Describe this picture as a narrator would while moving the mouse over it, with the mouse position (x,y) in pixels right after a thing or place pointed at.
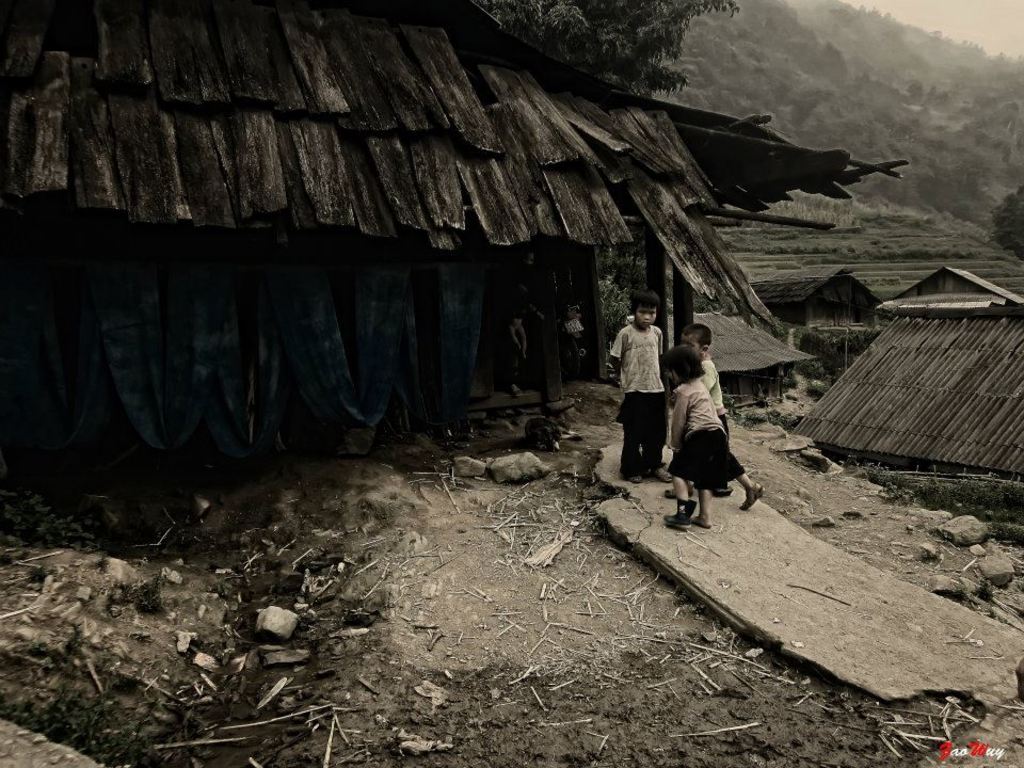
In this image there are three children's (634,435) playing on the surface (784,402) and there are a few wooden sticks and rocks (286,660) on the surface (251,661), behind them there are a few wooden houses (967,370). In the background (900,37) there are trees (923,48), mountains (927,46) and the sky (994,37).
